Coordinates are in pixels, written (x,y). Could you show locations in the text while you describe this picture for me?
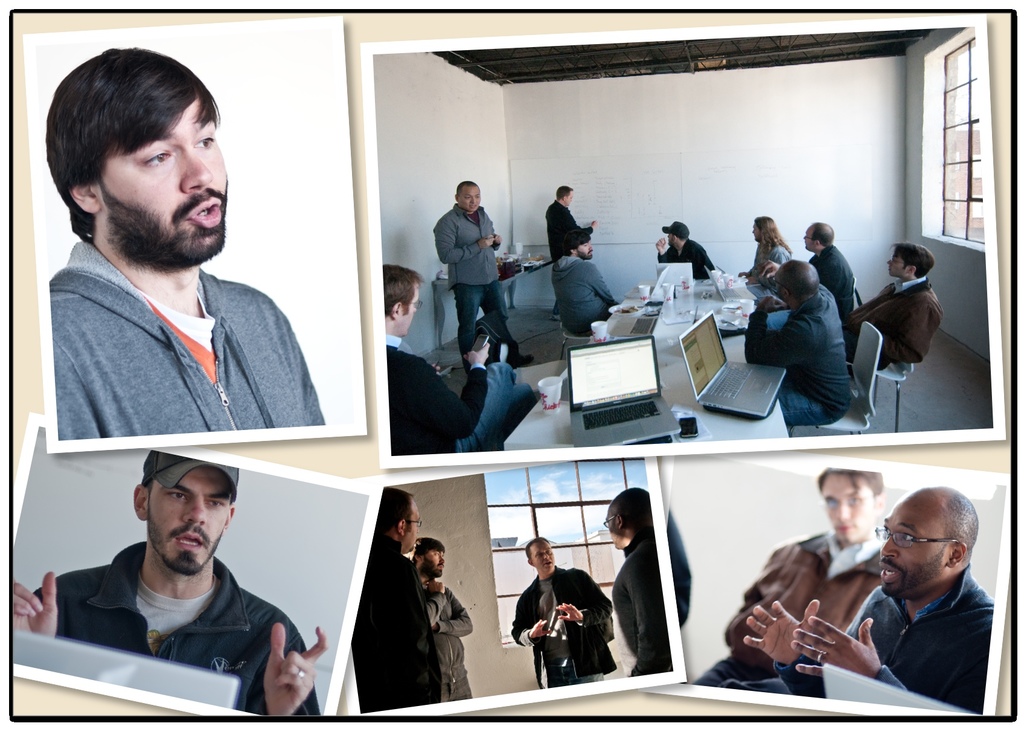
It is a collage image, there are total five images. There is a meeting going on among a group of people (567,257) and the pictures of individuals (440,386) are clicked and collaged, there are a group of men (837,351) in a room (685,326) discussing something and there is a table (666,403) in between them and on the table (684,408) there are few laptops (625,386) and cups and plates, behind the people (895,276) there is a window (942,207).
